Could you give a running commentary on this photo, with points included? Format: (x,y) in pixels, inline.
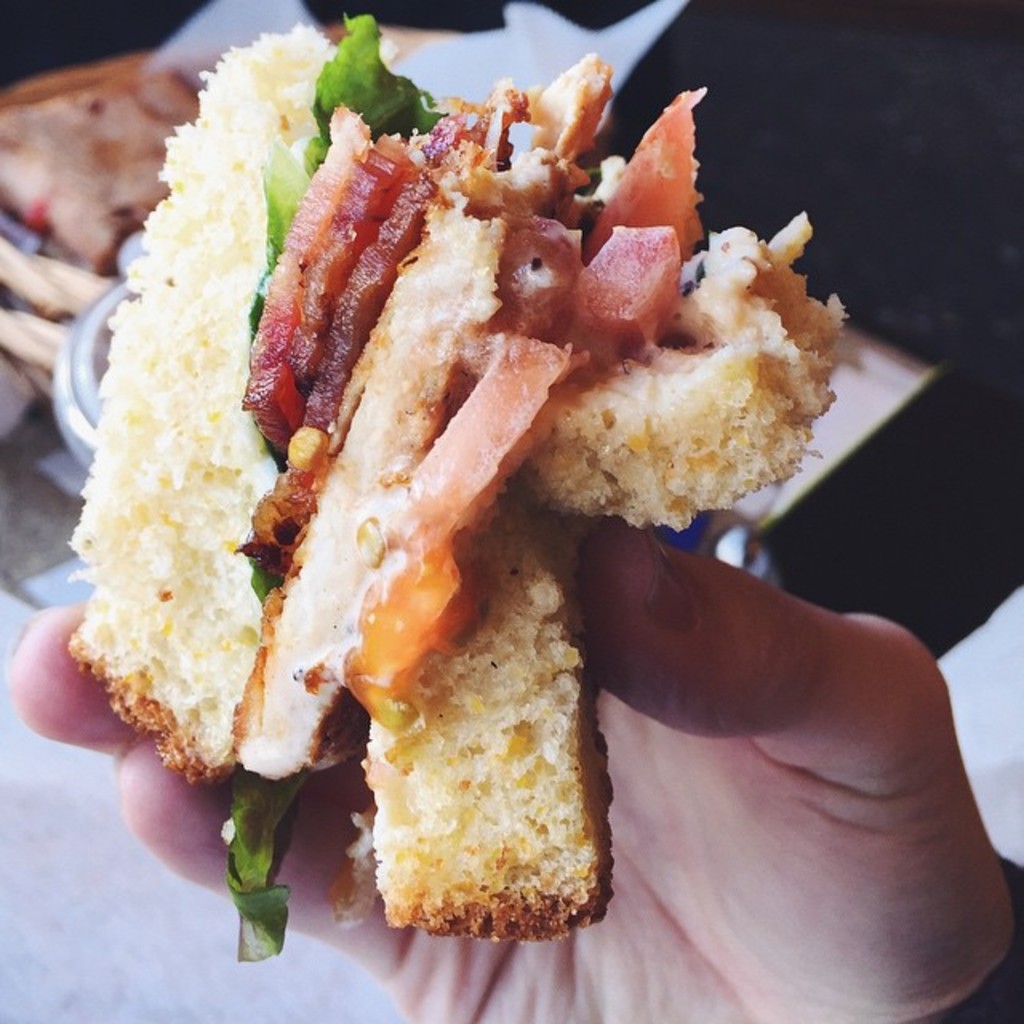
In the center of the image (419,351) we can see food (348,447) in person's hand (681,947). In the background (886,236) we can see food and bowl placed on the table (13,496).
